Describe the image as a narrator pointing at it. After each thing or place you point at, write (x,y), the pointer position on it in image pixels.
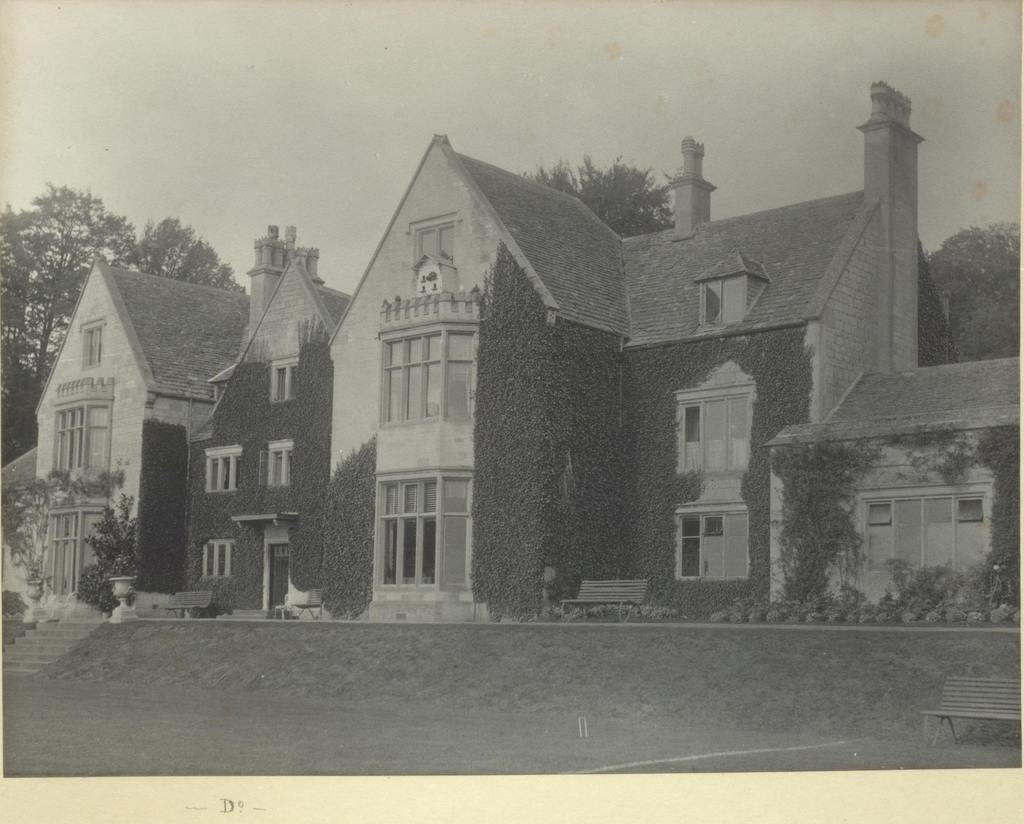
This is a black and white picture. In the center of the picture (562,308) there are trees (58,339) and a building (393,288).
